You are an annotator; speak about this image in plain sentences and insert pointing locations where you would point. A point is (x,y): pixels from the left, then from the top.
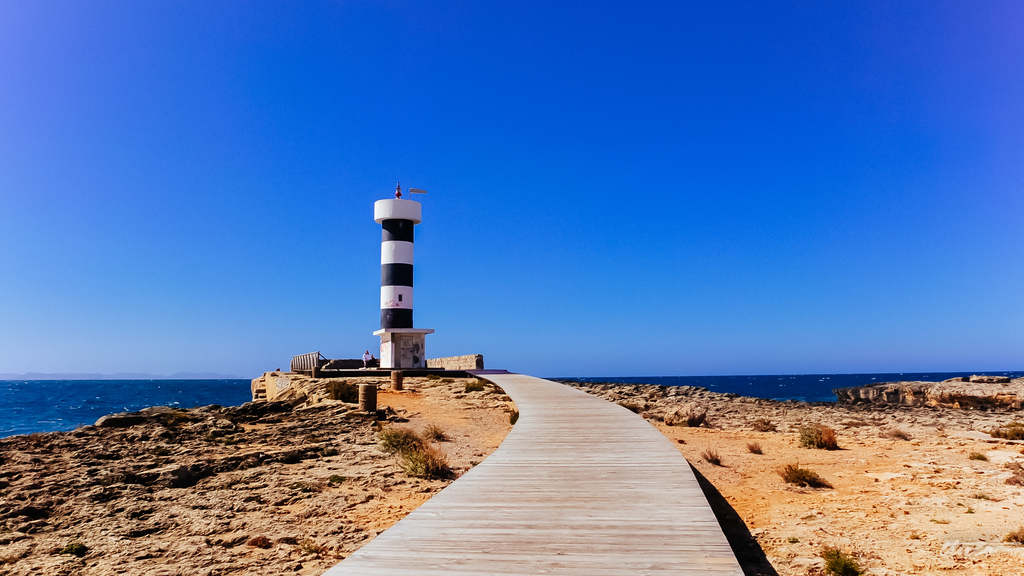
In the image we can see the lighthouse (387,273), this is a path (579,470), stone (171,456), water (44,412) and sky (681,191).
